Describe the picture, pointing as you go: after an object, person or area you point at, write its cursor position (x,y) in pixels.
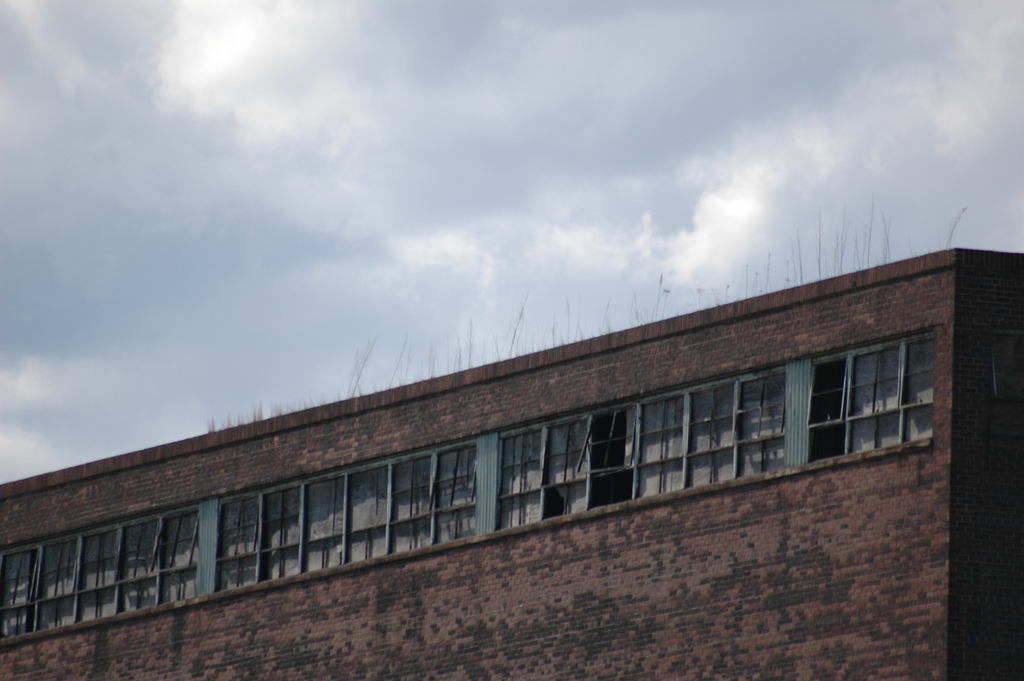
In this image I can see a building (655,574) which is red and black in color made up of bricks (616,588) and I can see few windows (342,521) of the building (270,533). In the background (668,286) I can see the sky (403,185).
